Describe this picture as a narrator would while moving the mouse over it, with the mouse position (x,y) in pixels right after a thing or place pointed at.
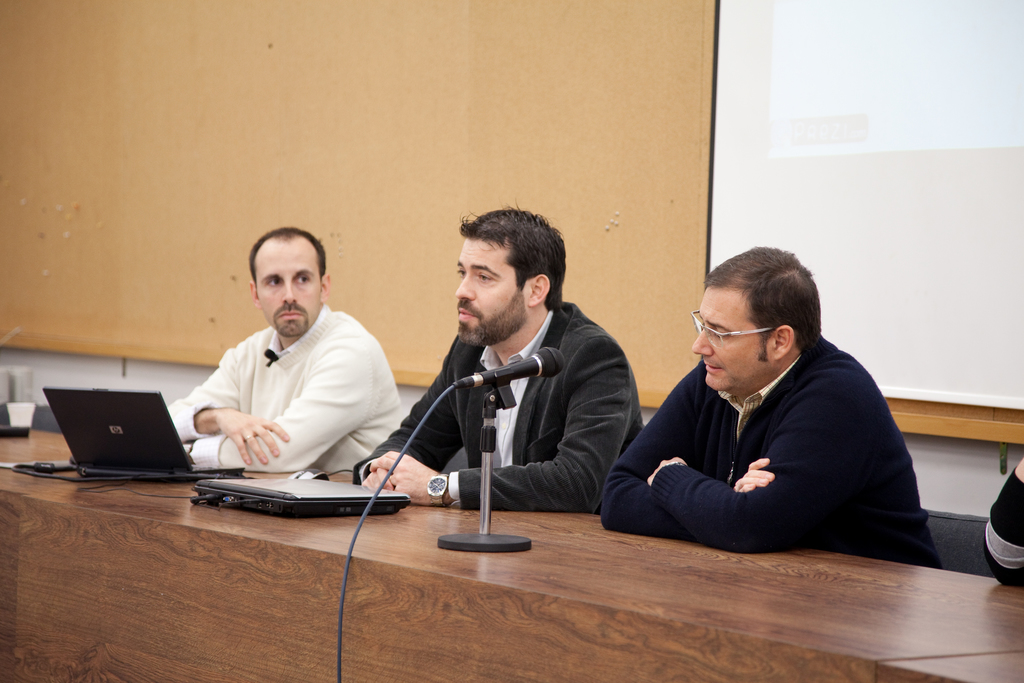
In this image there are a few people (349,385) sitting in chairs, in front of them on the table (41,450) there are laptops (143,458), mic (491,404) and some other objects (13,466), behind them there is a screen (729,226) on the wall (442,225).
